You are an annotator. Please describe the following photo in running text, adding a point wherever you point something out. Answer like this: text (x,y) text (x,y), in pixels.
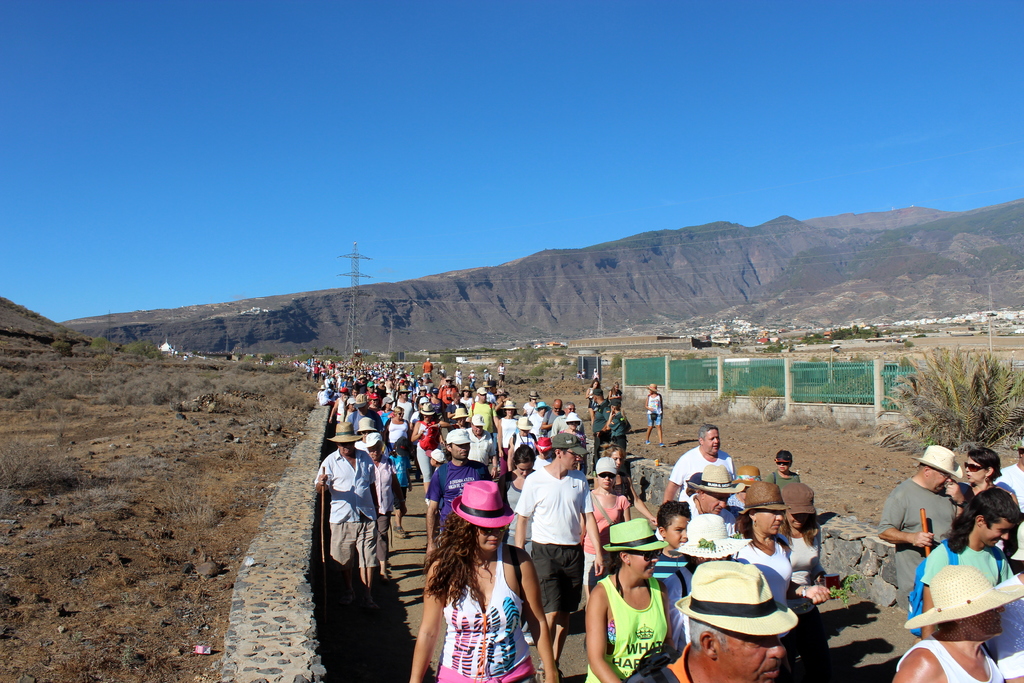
In this picture I can see group of people (1000,495) standing, there are iron grilles (773,380), trees (523,356), cell towers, cables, hills (447,283), and in the background (345,190) there is sky (451,177).
